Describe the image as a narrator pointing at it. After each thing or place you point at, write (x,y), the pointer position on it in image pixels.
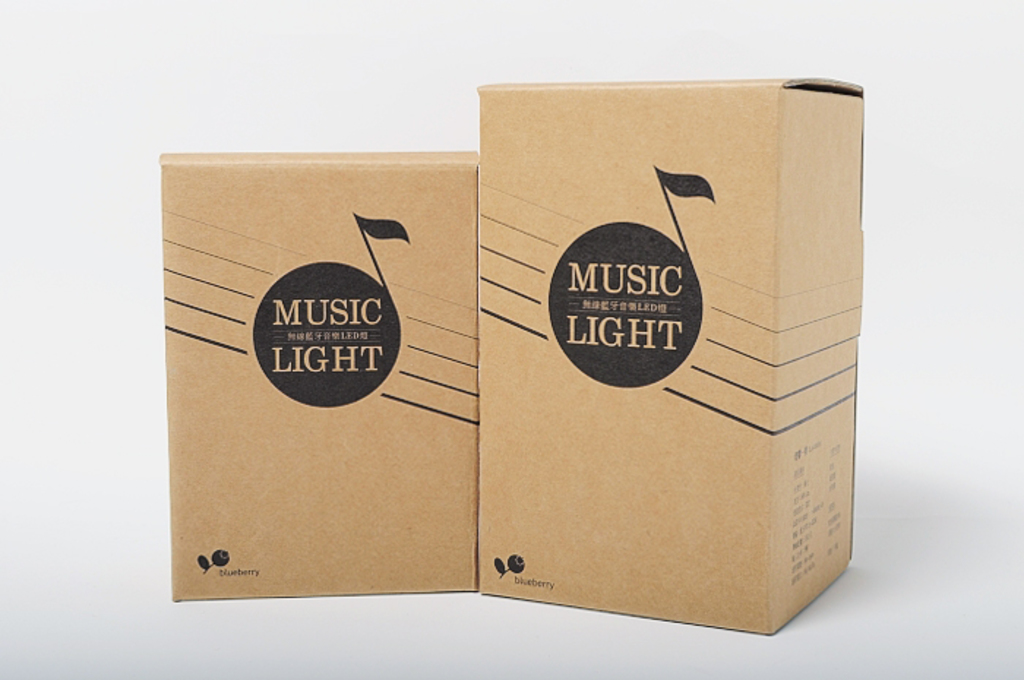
In this image I can see two cardboard boxes (597,334) which are black and brown in color on the white colored surface (244,641). I can see the white colored background (945,289).
